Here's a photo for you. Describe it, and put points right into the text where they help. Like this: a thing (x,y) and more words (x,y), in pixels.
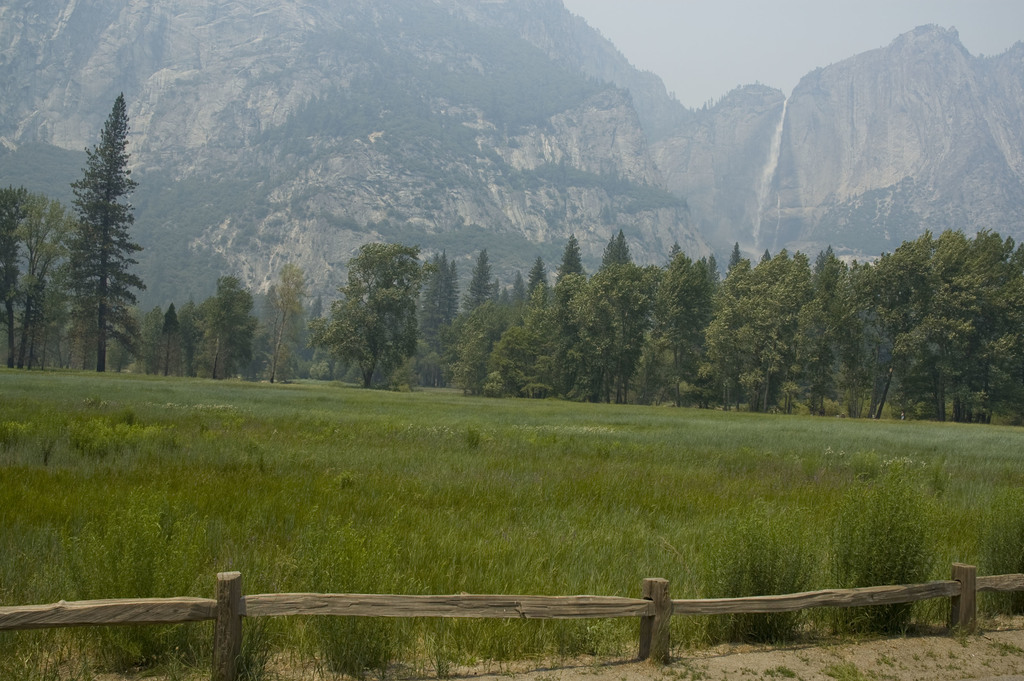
To the bottom of the image (83,620) there is a wooden fencing (429,608). Behind the fencing (412,611) on the ground (236,439) there is grass (151,430). And in the background (555,337) there are many trees (385,357). To the top of the image (490,154) there are hills (456,159) with trees (181,200).
